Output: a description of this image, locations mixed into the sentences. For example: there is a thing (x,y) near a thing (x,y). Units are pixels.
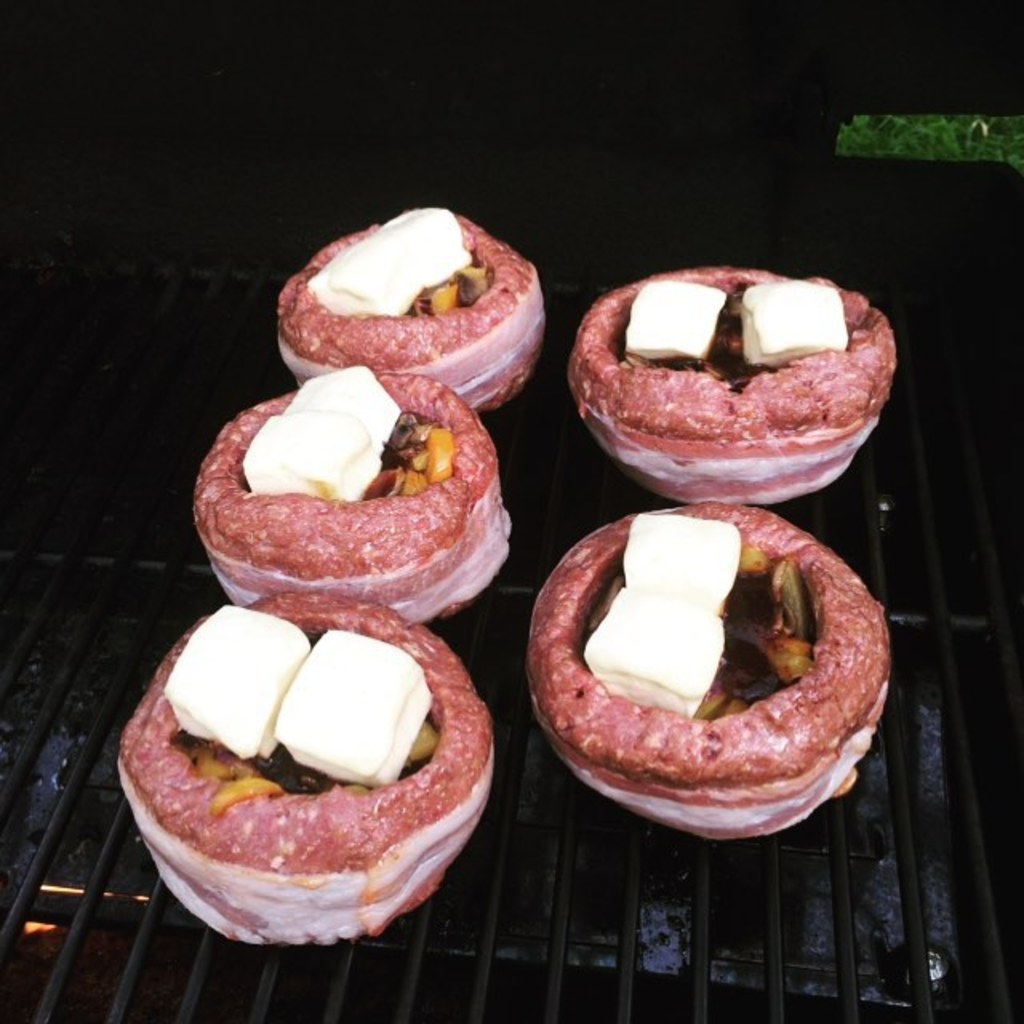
There are food items (404,292) on the barbecue grill (776,912). And the background (386,147) is dark in color.
